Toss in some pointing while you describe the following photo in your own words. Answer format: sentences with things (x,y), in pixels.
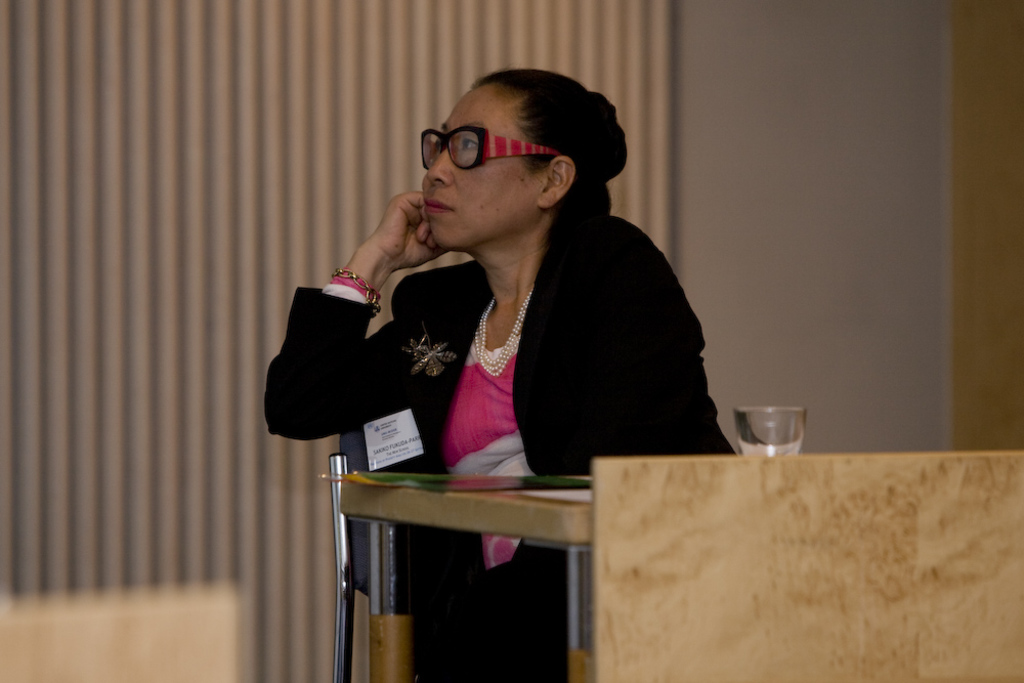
In this image I can see a woman (424,339) is sitting on a chair (364,463). I can also see she is wearing a necklace (483,347), blazer (548,311) and a specs (474,158). on this table (791,460) I can see a glass (757,423).
